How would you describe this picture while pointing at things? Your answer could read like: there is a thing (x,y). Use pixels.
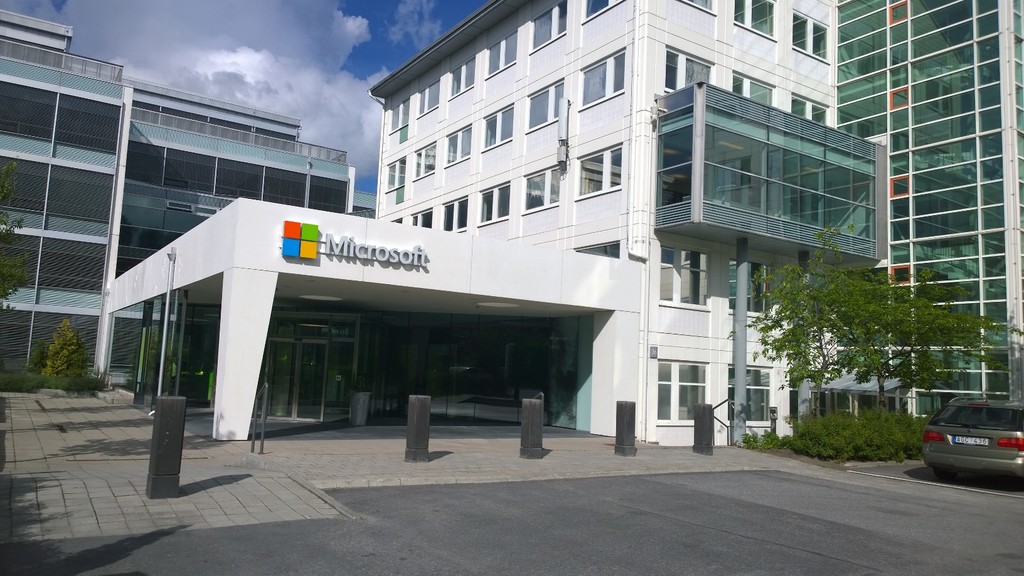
In this image, we can see a building (443,302). There is a car (936,451) on the road (917,507). There are pillars (744,373) in front of the building (729,369). There is a tree (868,313) and some plants (873,429) on the right side of the image (908,375). There are clouds (280,105) in the sky (299,33).
